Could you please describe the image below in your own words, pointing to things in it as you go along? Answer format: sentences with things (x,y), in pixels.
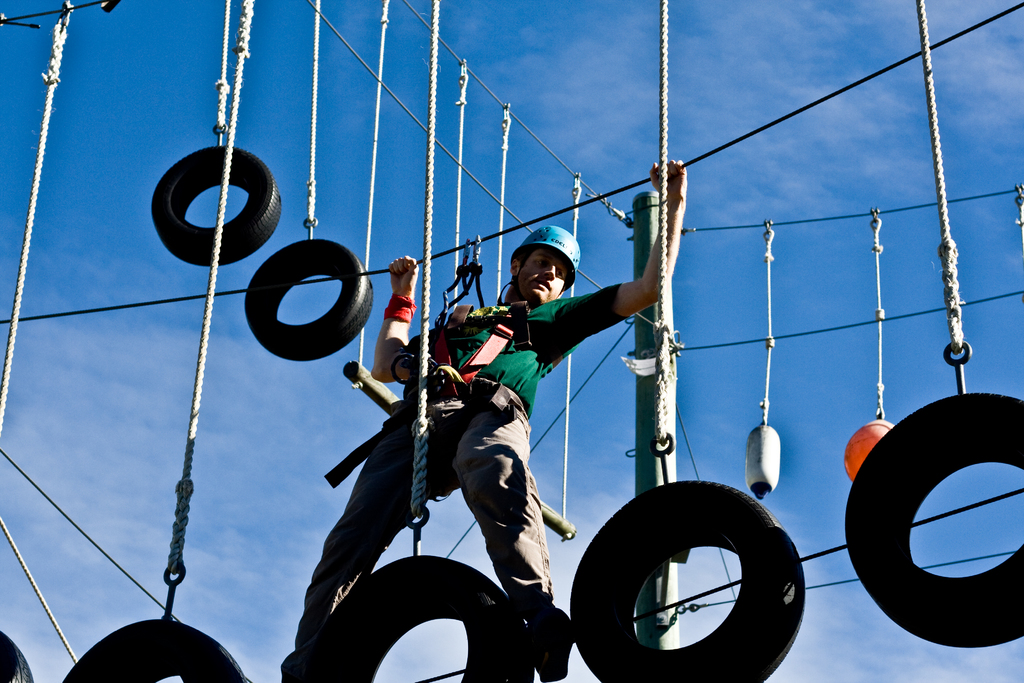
In this image we can see wires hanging with ropes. Also we can see person (486,332) wearing helmet (567,247) is walking on rope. Also he is holding ropes (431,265). In the background (181,119) there is sky (684,324) with clouds (119,359).
